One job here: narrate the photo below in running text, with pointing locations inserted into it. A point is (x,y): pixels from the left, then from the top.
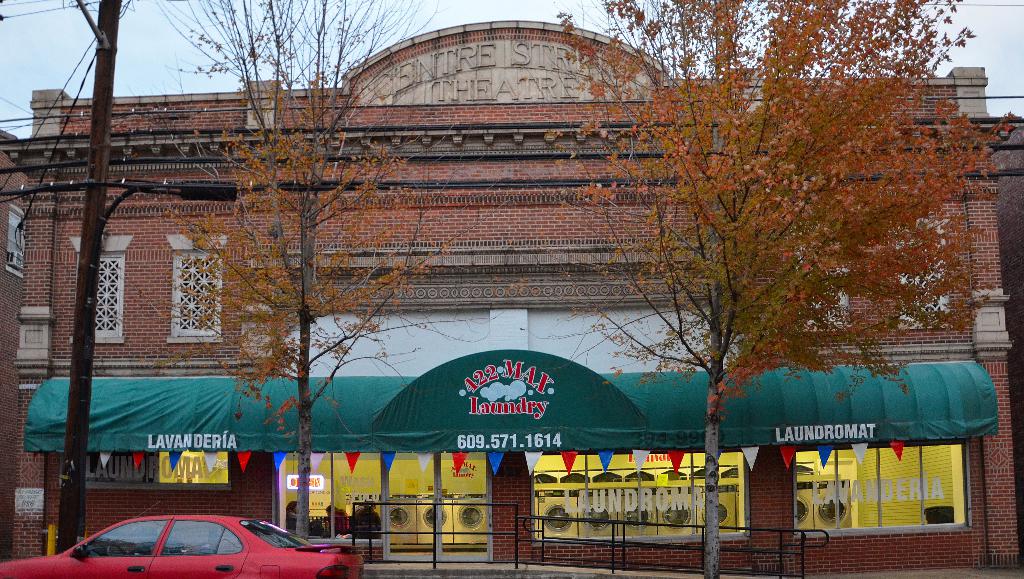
In this image I can see few buildings (40,236), windows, stores (525,486), glass windows (666,532), fencing (577,540), door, few colorful flags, trees (712,336), current pole (115,7), wires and the red car (256,528). The sky (268,55) is in blue and white color.
